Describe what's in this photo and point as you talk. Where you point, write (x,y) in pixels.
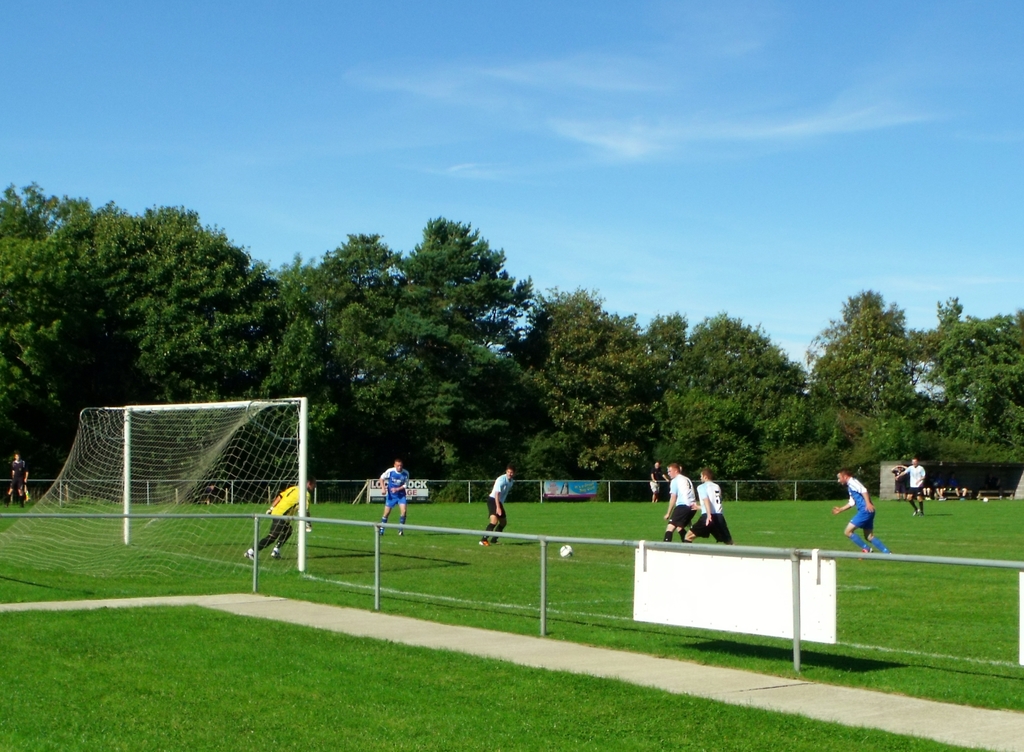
In this image we can see some group of persons (678,505) wearing sports dress (866,513) playing football and we can see net (59,531) and fencing (266,518) and in the background of the image (583,360) there are some trees (611,381) and clear sky (497,192).
